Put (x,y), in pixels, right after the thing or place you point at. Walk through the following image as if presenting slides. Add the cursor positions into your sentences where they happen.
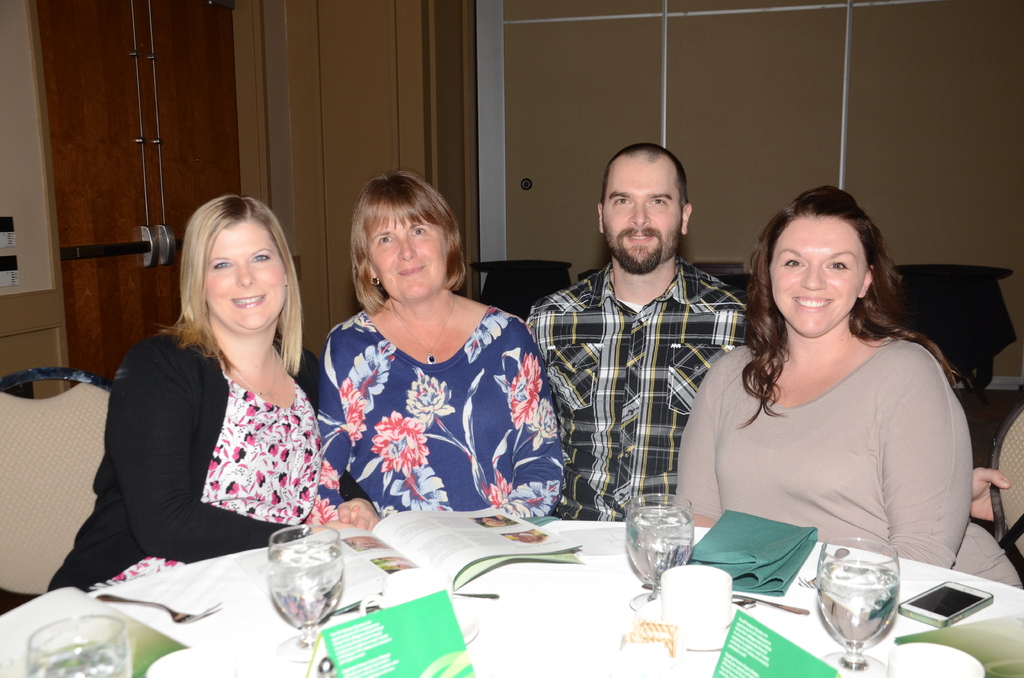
This 4 persons (451,369) are highlighted in this picture. This 4 persons (169,444) are sitting on a chair (73,475). On this table (793,617) there is a cloth (716,563), book (472,543), card (433,608), glass (336,563), cup (380,594), mobile (938,606) and fork (182,615).
